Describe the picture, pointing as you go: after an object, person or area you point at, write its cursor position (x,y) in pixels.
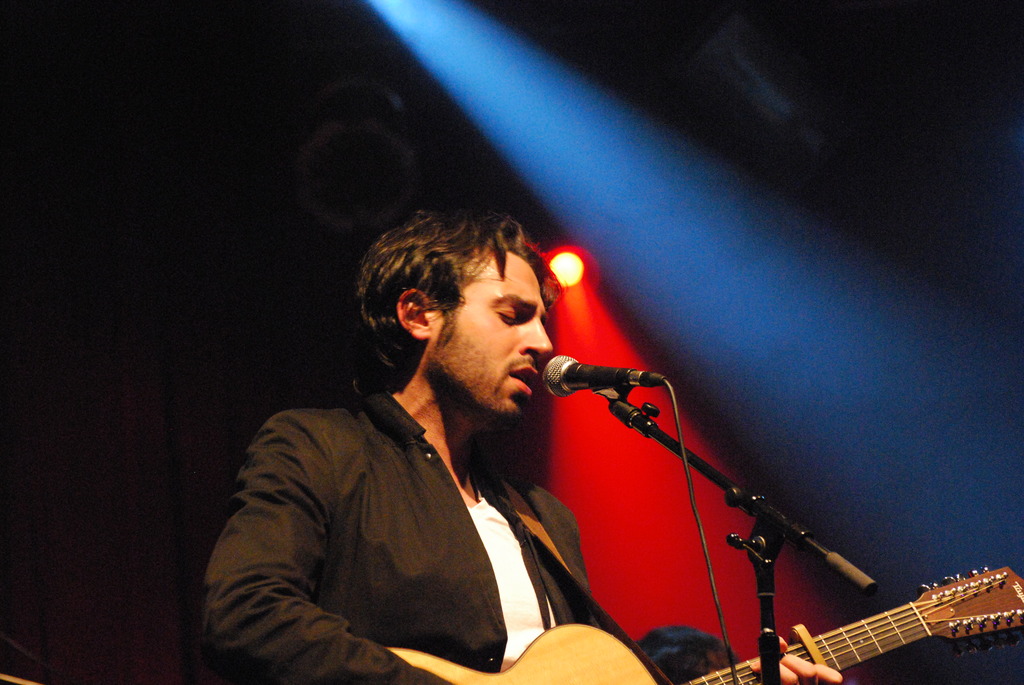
In the image we can see there is a person (449,546) who is standing and holding guitar (956,608) in his hand (808,667) and in front of him there is mic (574,365) with a stand (608,388). On the top (619,131) there is red colour and blue colour lights (610,349) are flashing.
